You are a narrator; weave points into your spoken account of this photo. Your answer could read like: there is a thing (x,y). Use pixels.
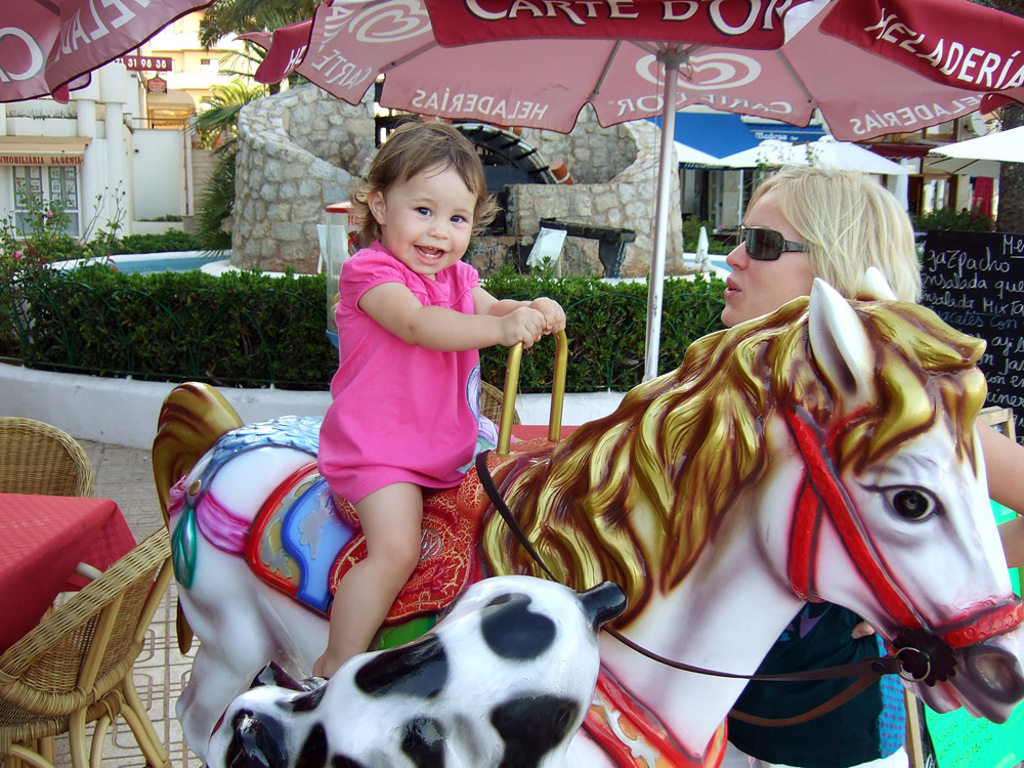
As we can see in the image there are buildings (163,124), umbrella (694,4), plants (178,296), table (49,501), chairs (44,720) and girl (394,331) sitting on toy horse (608,456) and on the right side (830,243) there is a women (827,199).
